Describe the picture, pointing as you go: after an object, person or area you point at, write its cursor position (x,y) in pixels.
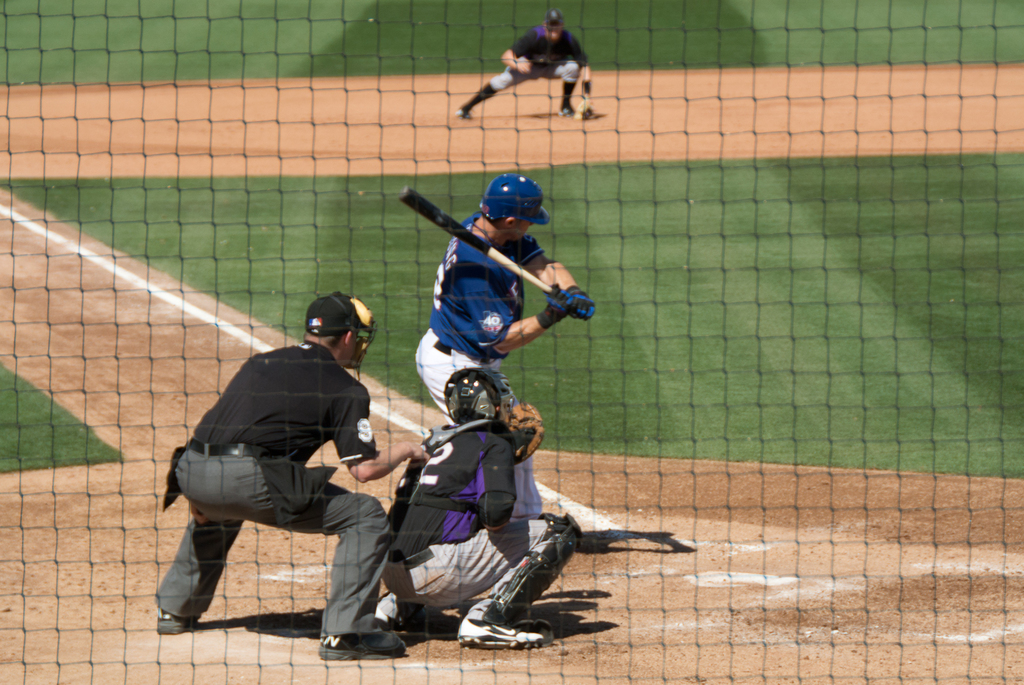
In this image there are three persons (457,342) one person (488,333) is holding a bat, and it seems that they are playing something. In the background (564,46) there is another person (519,61), at the bottom (635,614) there is grass (608,381) and sand (230,307) and in the foreground (293,436) there is a net (108,17).
